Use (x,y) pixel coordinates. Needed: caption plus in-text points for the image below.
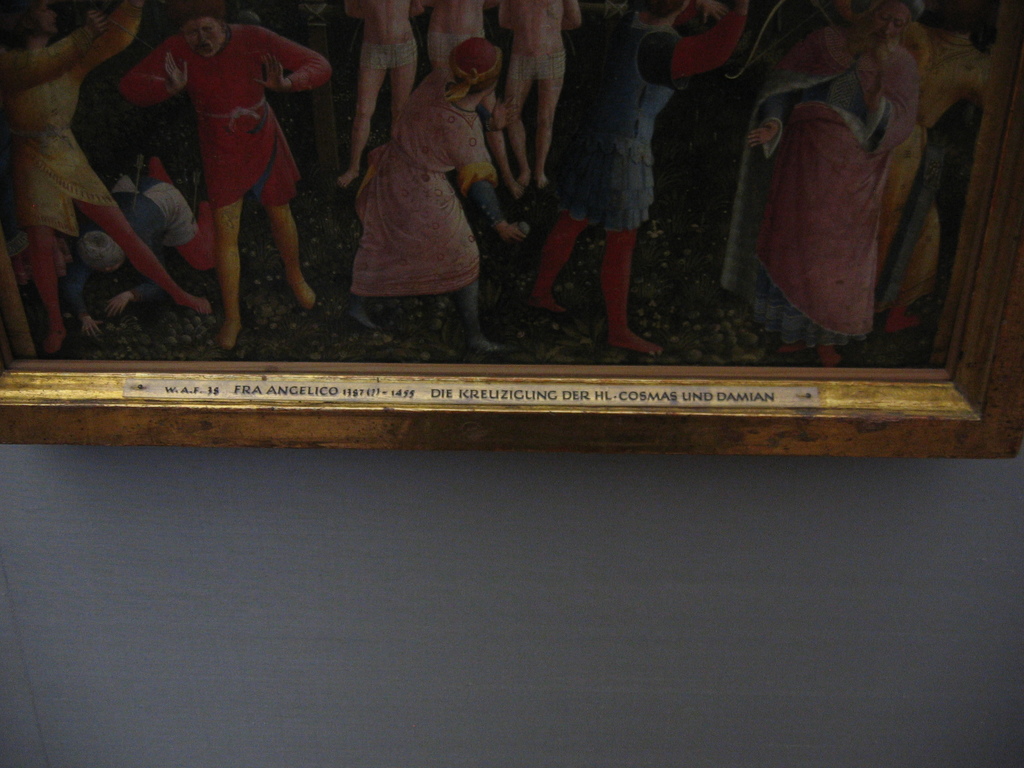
In this picture, there is a frame (654,368) to a wall (557,483). On the frame (467,165), there are pictures (298,198) of people (467,271).
